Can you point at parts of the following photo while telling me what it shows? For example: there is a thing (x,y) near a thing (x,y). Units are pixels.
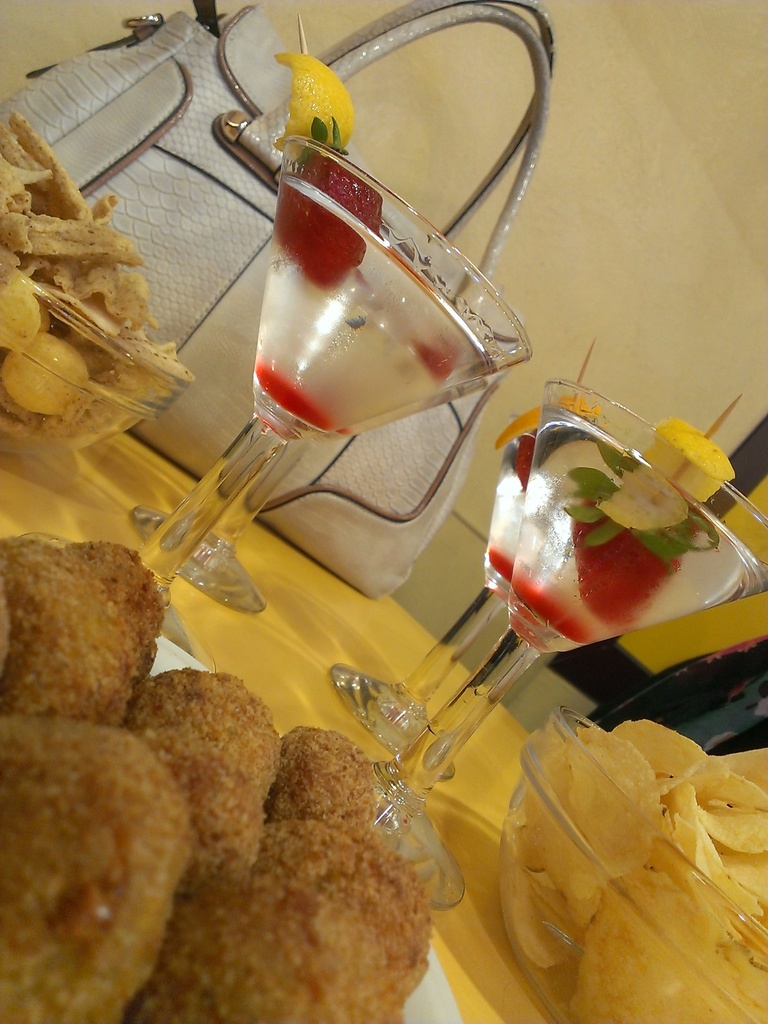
In this image on a table (477,878) there are different types of food (574,766) on plate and bowls (48,390). In the glasses (575,520) there is drink (544,447). Here there is a white bag (251,206). In the background (640,233) there is wall (656,277).
